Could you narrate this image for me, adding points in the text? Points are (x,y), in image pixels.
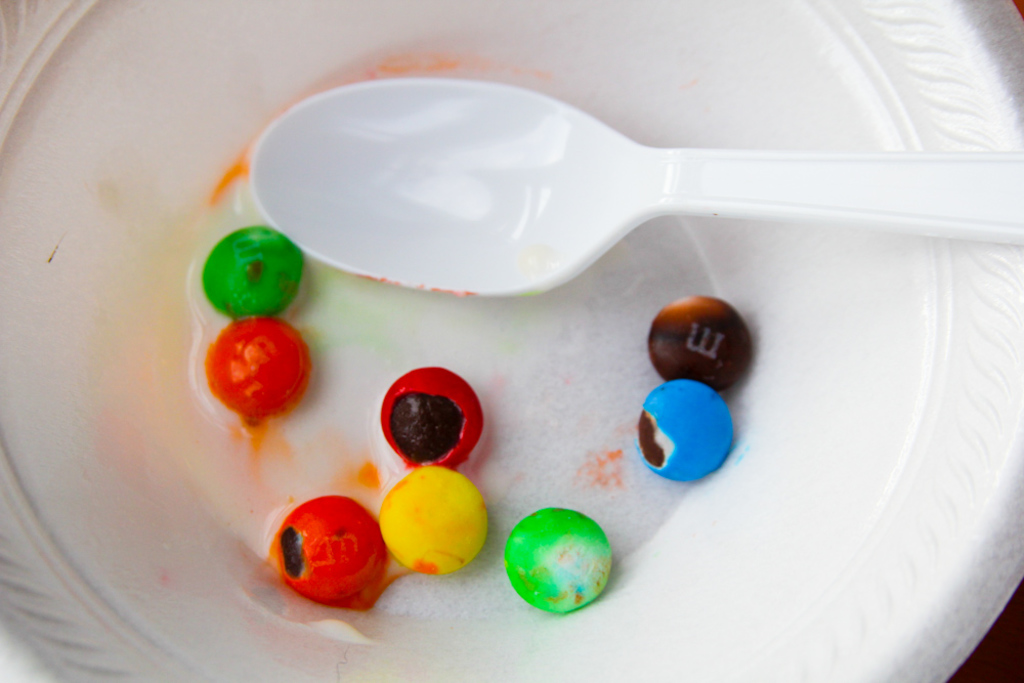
In this picture there is a plate (179,233), spoon (427,255) and gems (452,521).
